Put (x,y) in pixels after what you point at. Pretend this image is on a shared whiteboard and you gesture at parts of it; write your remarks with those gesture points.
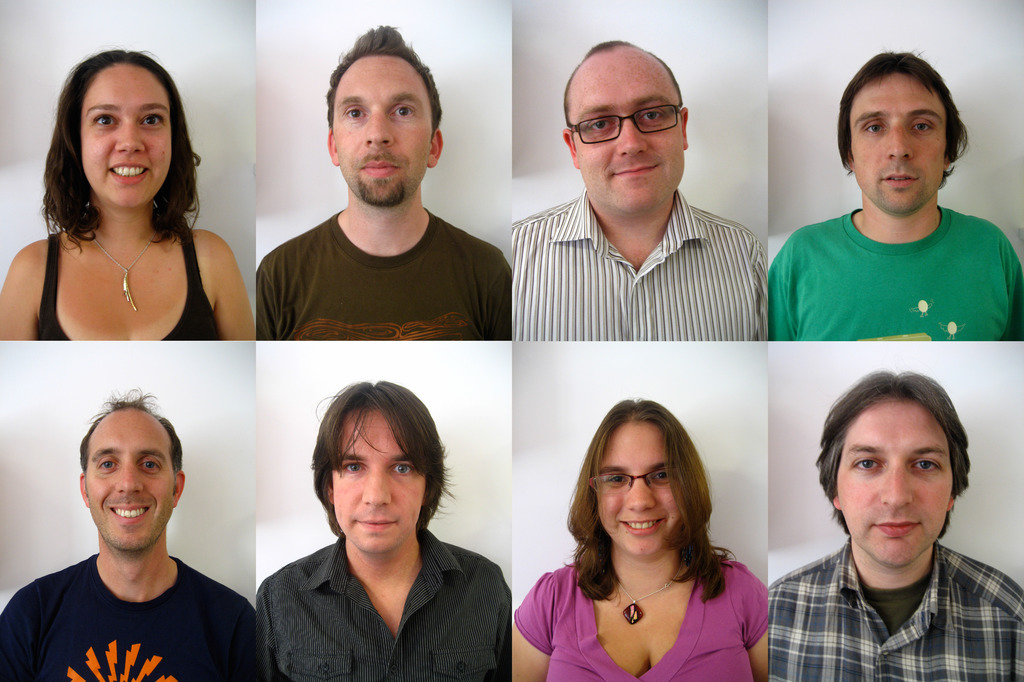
In this picture I can see there are some different people (580,609), some are smiling and these two people (637,447) have spectacles (620,481) and in the backdrop (162,373) there is a white surface (208,357).
